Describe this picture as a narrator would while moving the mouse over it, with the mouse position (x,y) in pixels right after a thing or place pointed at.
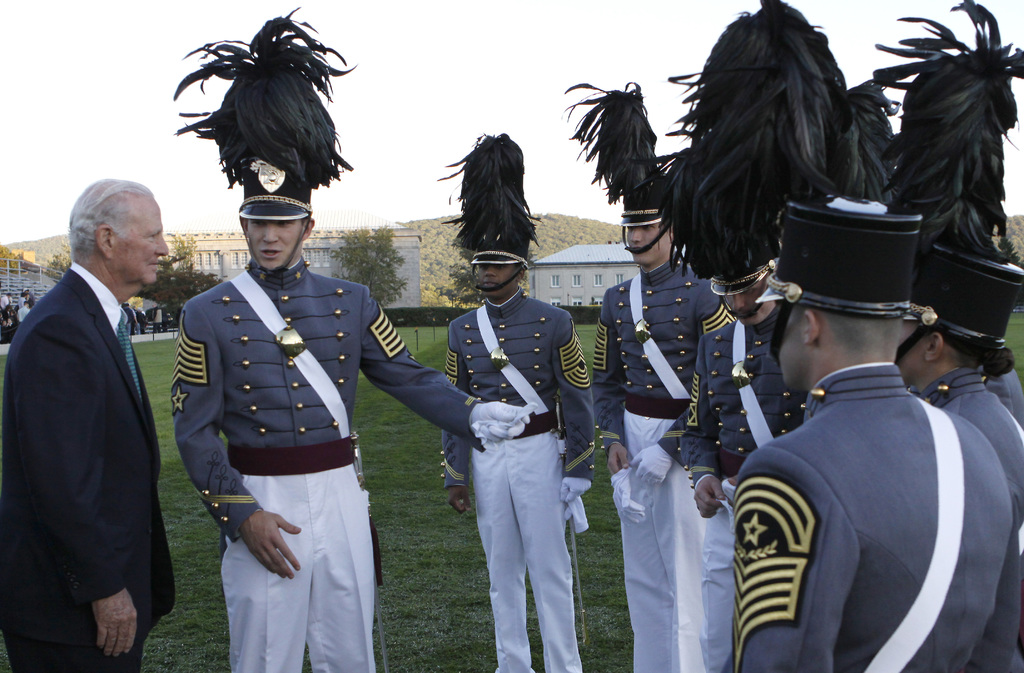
In this picture we can see a group of people (505,662) standing on the ground (381,454), buildings (572,253) with windows (556,280), trees (339,253) and in the background (433,85) we can see the sky (412,166).
